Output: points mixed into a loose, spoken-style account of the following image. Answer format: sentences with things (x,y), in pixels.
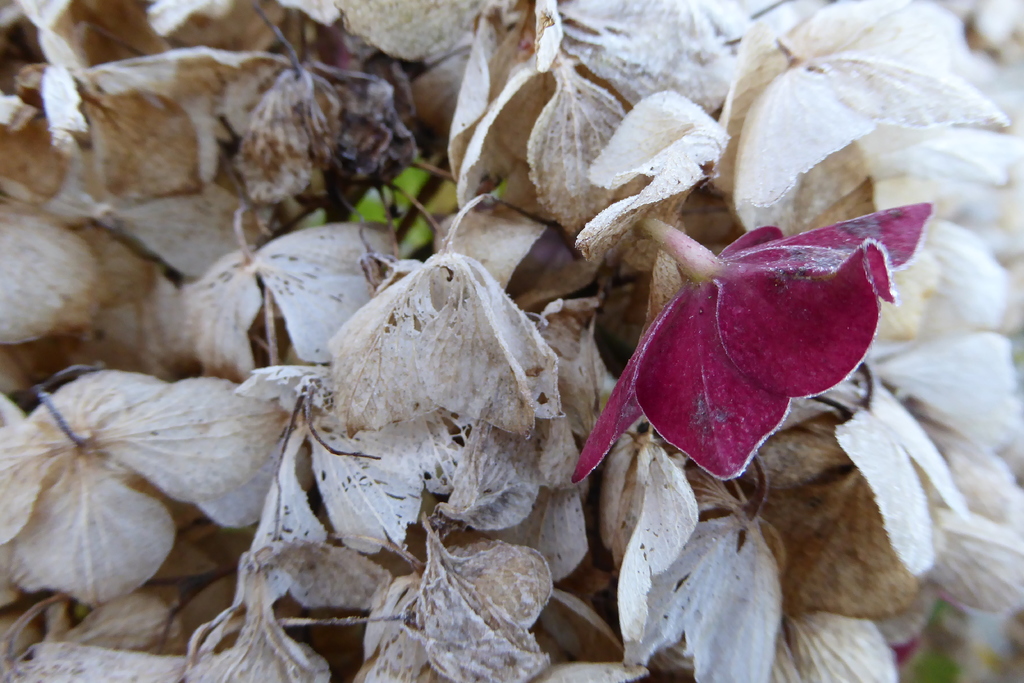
In this image, we can see some flowers (745,369) in two different colors.
